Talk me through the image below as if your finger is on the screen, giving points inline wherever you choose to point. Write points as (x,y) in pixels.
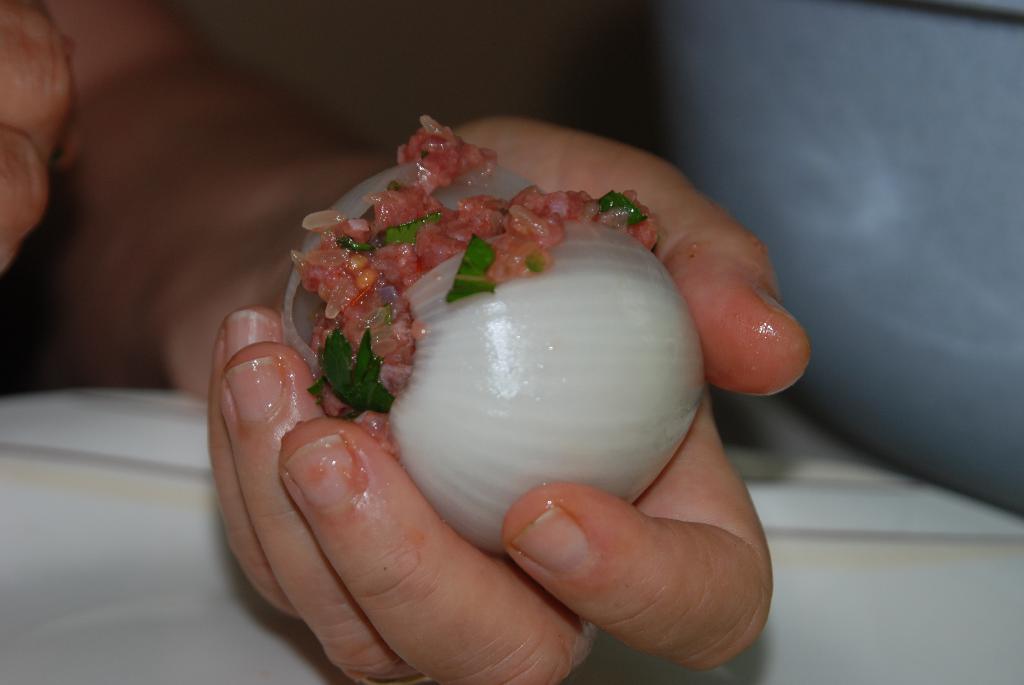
Here in this picture we can see a person's hand (300,371) holding an onion (464,369) with something (395,319) stuffed in it.
